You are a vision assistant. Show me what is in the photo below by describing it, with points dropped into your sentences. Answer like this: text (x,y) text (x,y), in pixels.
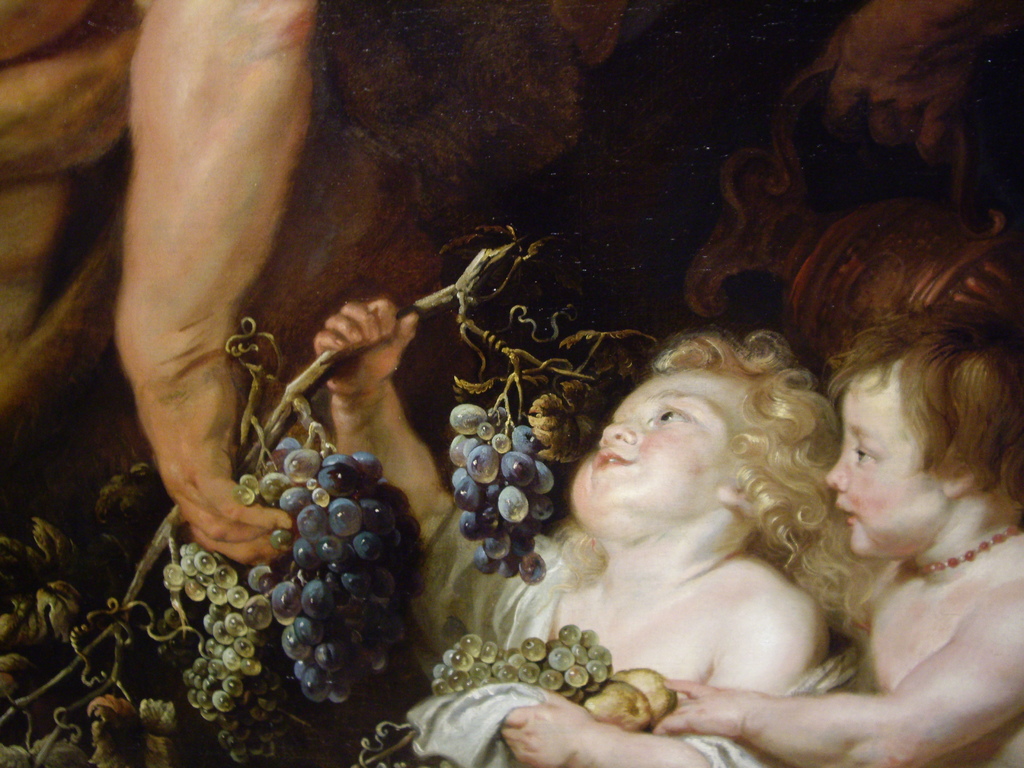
There is a painting (599,647) in which, there is a child (632,432) who is holding a branch (318,367) which is having clusters of grapes (286,569) with one hand (377,337) and holding grapes (472,635) and other fruits (641,724) with other hand (598,727) near other child (974,576) who is touching fruit (650,685) on his hand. In the background (212,233), there is a person (201,88) who is holding the branch (290,399) which having clusters of grapes (239,581). And the background (474,34) is dark in color.
